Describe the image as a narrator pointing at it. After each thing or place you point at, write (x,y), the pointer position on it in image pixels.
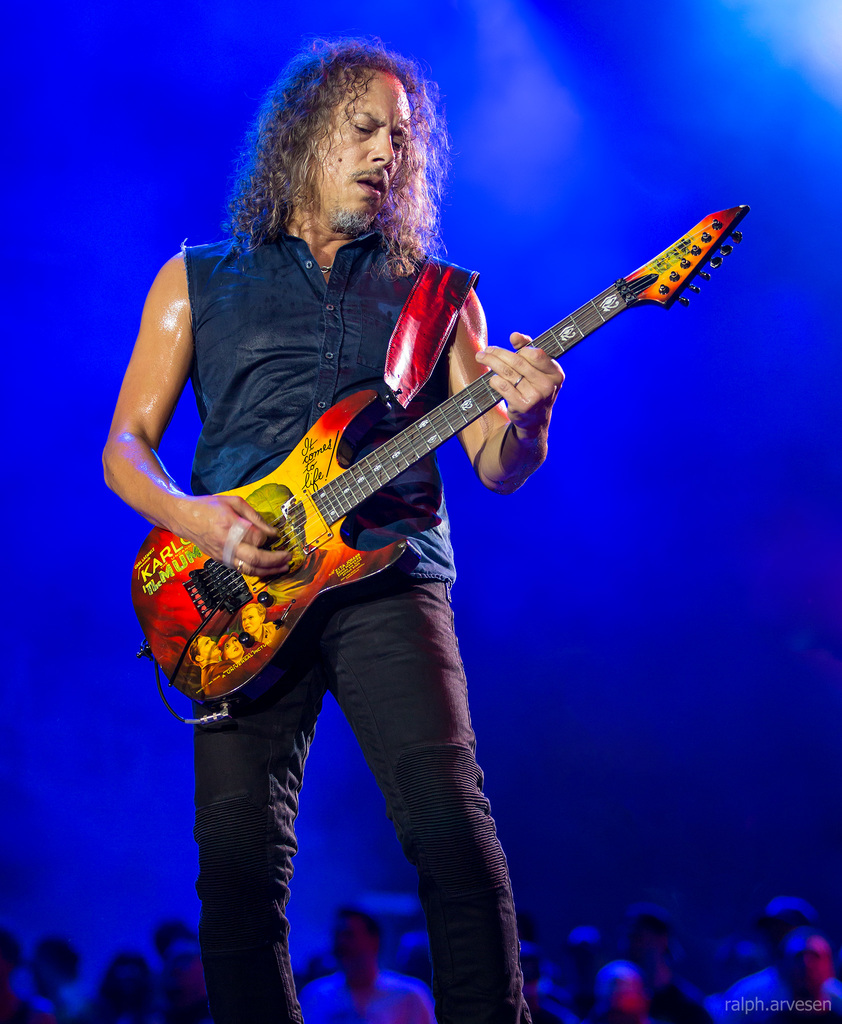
This image is clicked in musical concert, where a person (316,135) is standing in the middle (282,369). He is holding a guitar (354,407) in his hands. He is playing it. He is wearing black dress (465,923). Behind him there are so many people (185,1021) in the bottom (564,985) watching this.
